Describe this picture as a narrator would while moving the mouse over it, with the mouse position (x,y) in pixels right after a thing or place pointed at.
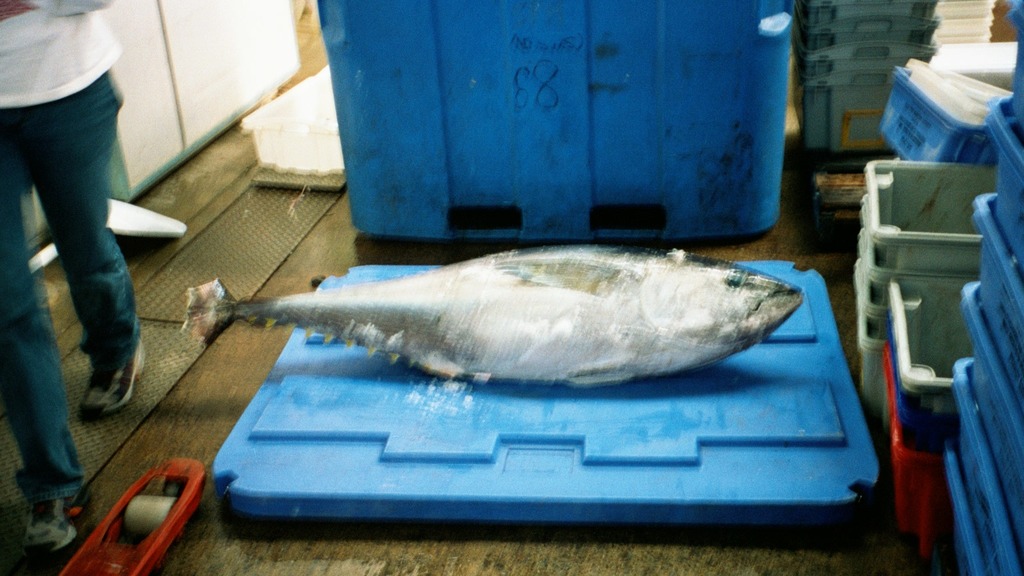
In this picture we can see a fish (535,328) in the front (548,326), on the left side (118,285) there is a person (54,231) walking, on the right side (995,375) there are some trays (933,209).
